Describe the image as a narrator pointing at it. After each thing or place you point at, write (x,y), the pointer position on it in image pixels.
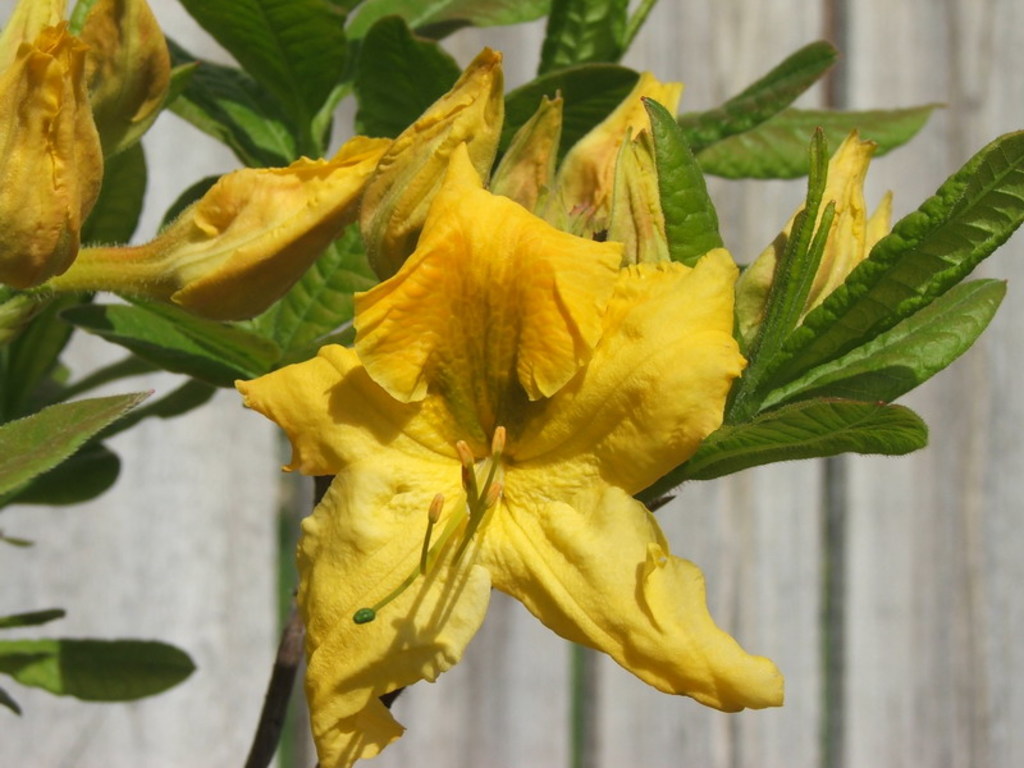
In this picture we can see flowers (12,154), leaves (206,113) and in the background (183,513) we can see wooden planks (779,571).
